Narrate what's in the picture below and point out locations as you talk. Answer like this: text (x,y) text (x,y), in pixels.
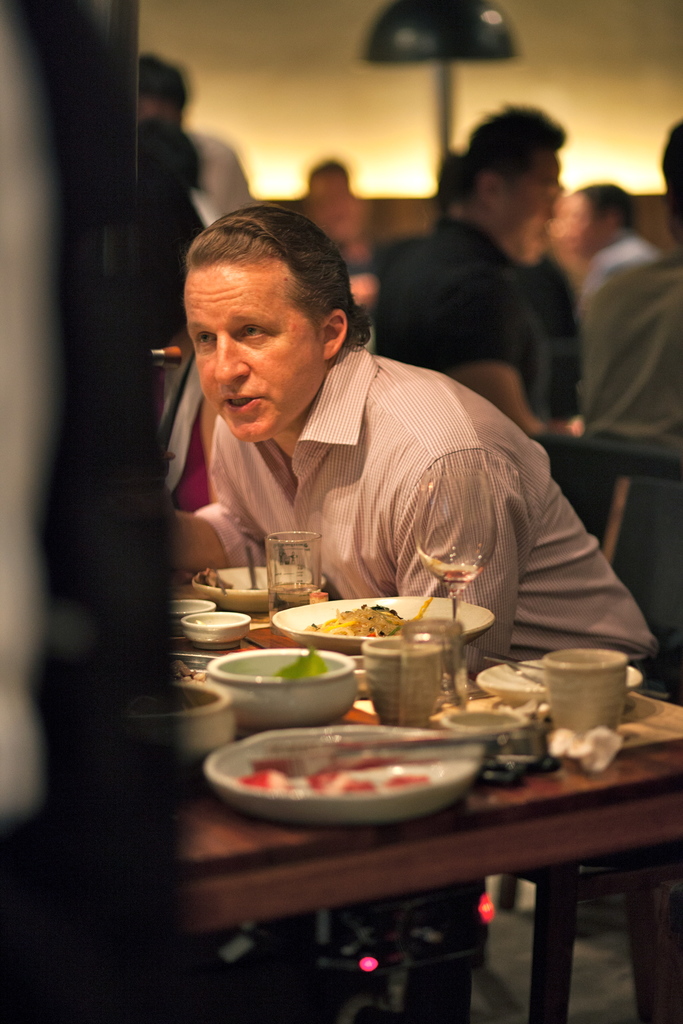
On the background (560,135) we can see a wall (565,152) and few persons (563,244) sitting and standing. In Front (374,434) portion of the picture we can see a man (390,436) sitting on a chair (648,532) in front of a dining table (443,825) and on the dining table (442,838) we can see plate (404,788) of food (372,788), bowl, glasses (409,635), cup (579,684), tissue paper (594,738). This is a floor (516,976).
